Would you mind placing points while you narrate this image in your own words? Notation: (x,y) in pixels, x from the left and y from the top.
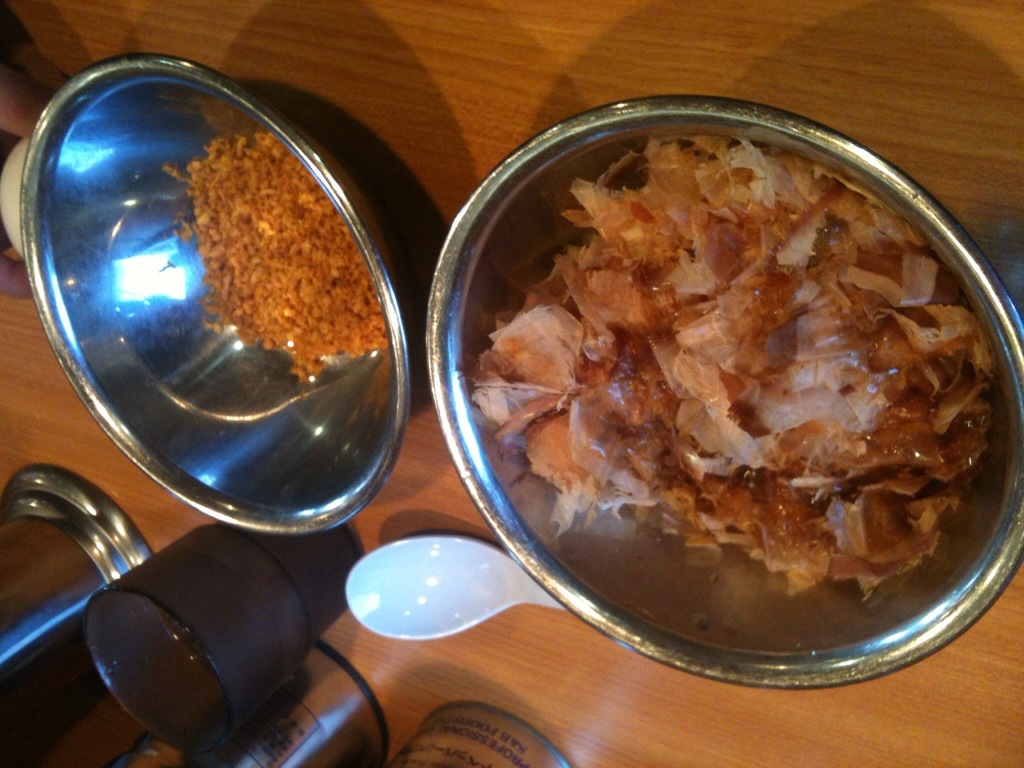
In the picture I can see some food items (849,339) are kept in the steel bowls (462,253). Here I can see the white color spoon (485,559), glass (218,668) and few more objects (18,606) are placed on the wooden table (473,658).
